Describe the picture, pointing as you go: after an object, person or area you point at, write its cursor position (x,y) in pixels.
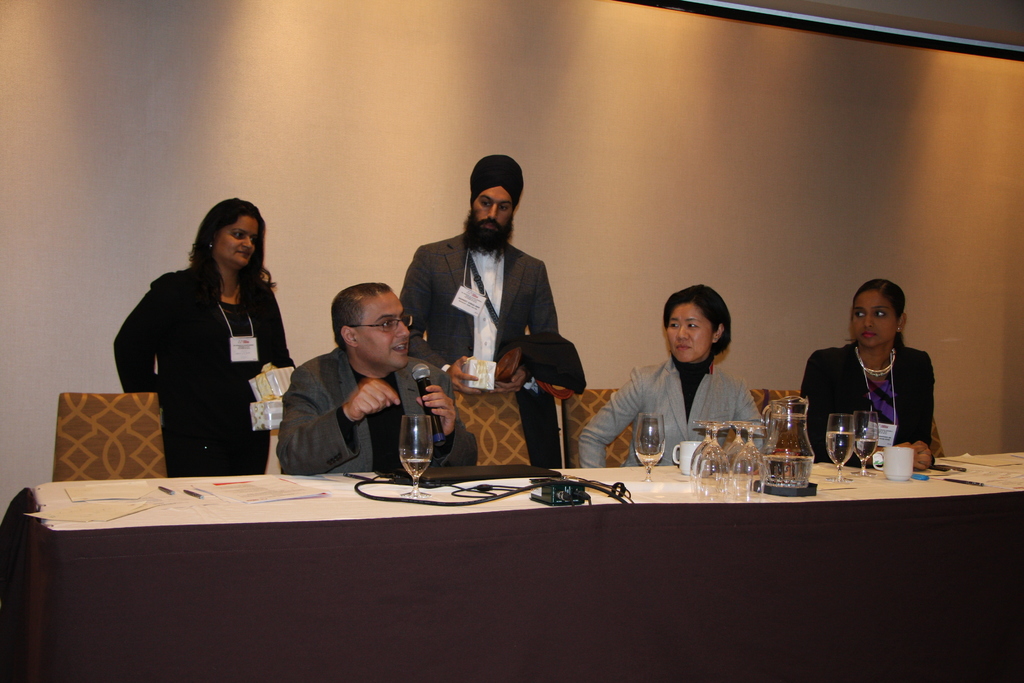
The image is inside the room (726,337). In the image there are three people (367,417) sitting on chair (506,417) in front of a table (340,511) on table (346,494) we can see some papers (220,493), pen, glass (407,437), wires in background (504,317) there are two people (485,318) standing and also a wall (710,139) which is in cream color.
